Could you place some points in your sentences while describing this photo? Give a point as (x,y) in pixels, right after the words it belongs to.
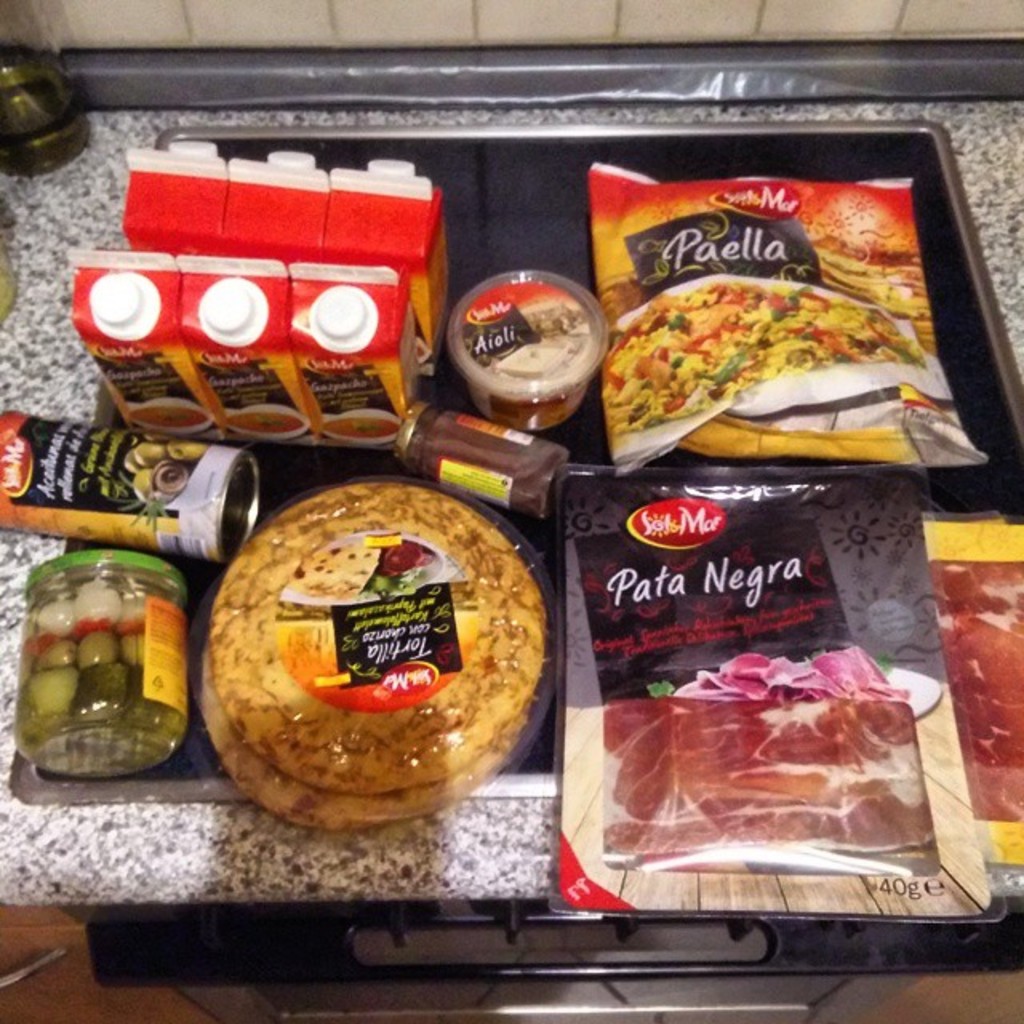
In the image we can see there are food items (461,711) kept in a plastic packet (684,432) and there are soup cartons (249,382) and sauce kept in bottles (162,599).
